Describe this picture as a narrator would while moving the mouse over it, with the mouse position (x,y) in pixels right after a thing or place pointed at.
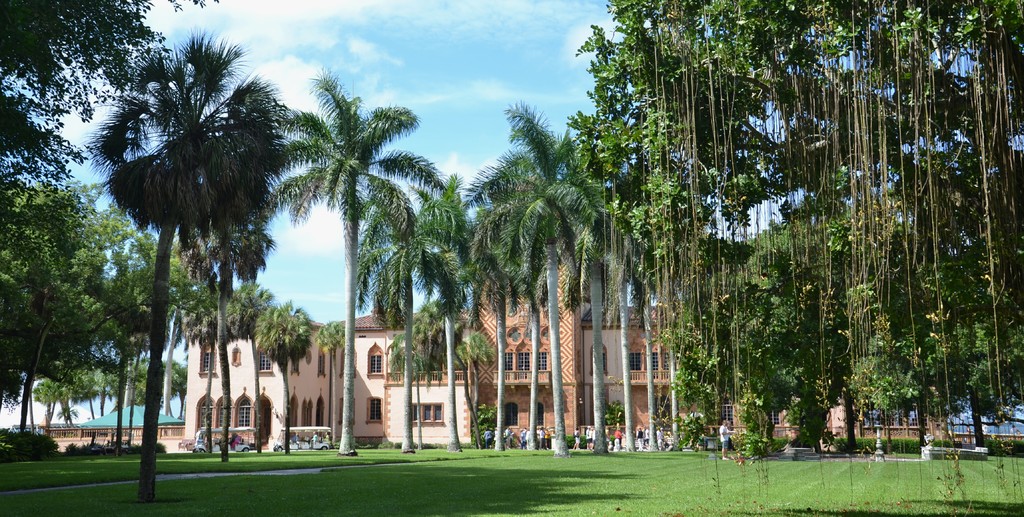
At the bottom of the picture (501,482), we see grass (622,503). In the middle of the picture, we see the man (727,443) is standing. There are trees (757,412) in the background (744,404). Beside that, we see many people (660,435) are standing. On the left side (114,415), we see a building (148,432) with a green color roof (104,421). Beside that, we see two vehicles (219,432). In the background (357,376), we see a building (415,386). At the top of the picture (498,78), we see the sky (441,110), which is blue in color.
